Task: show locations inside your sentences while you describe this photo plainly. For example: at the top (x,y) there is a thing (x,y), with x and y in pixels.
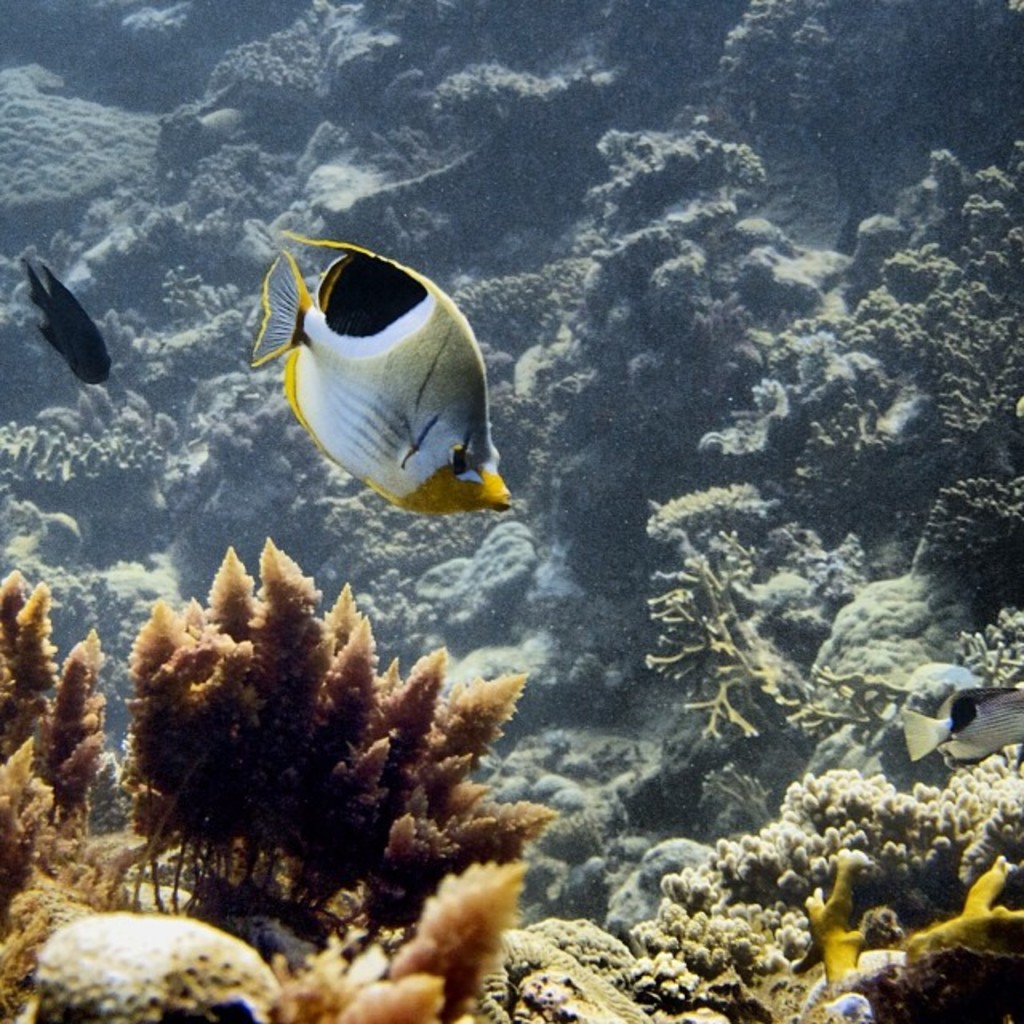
This image is clicked inside the water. There are fishes (944,740) swimming in the water (628,600). At the bottom (691,941) there are coral reefs (648,941). In the background (570,113) there are marine plants (772,437).
